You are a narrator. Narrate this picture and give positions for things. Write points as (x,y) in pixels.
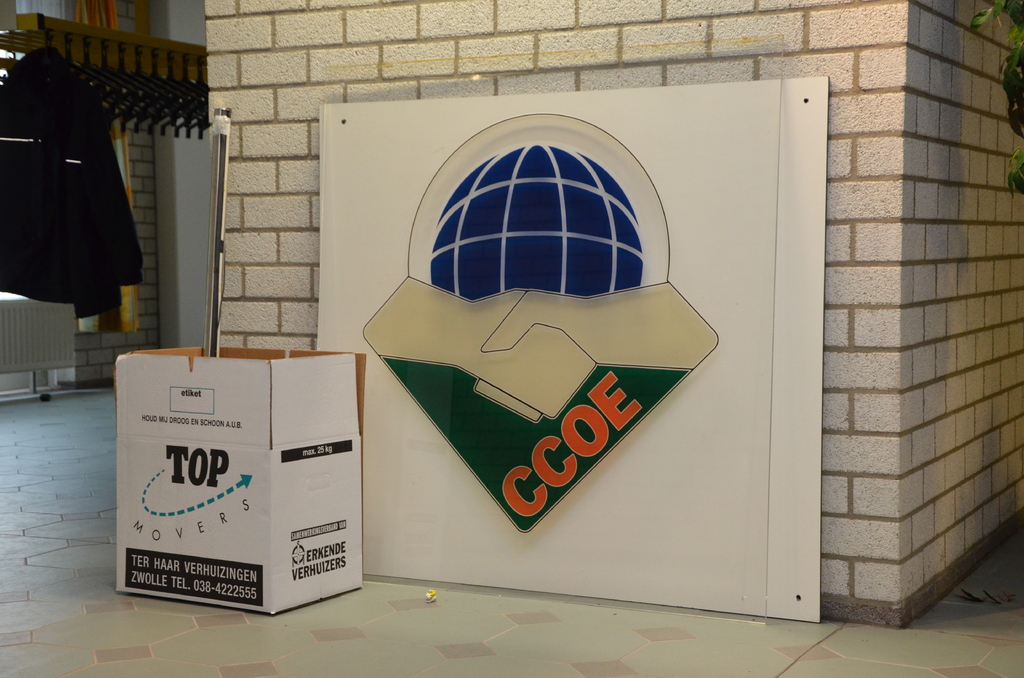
In the image we can see there is a box (221,520) kept on the ground (446,613) and there is a banner (625,419) on which it's written ¨CCOE¨. There is a logo (501,290) on the banner (420,336) and there are curtains (130,189) on the window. There is a wall (332,40) made up of stone bricks (274,141) and there is an iron pole (219,275).
